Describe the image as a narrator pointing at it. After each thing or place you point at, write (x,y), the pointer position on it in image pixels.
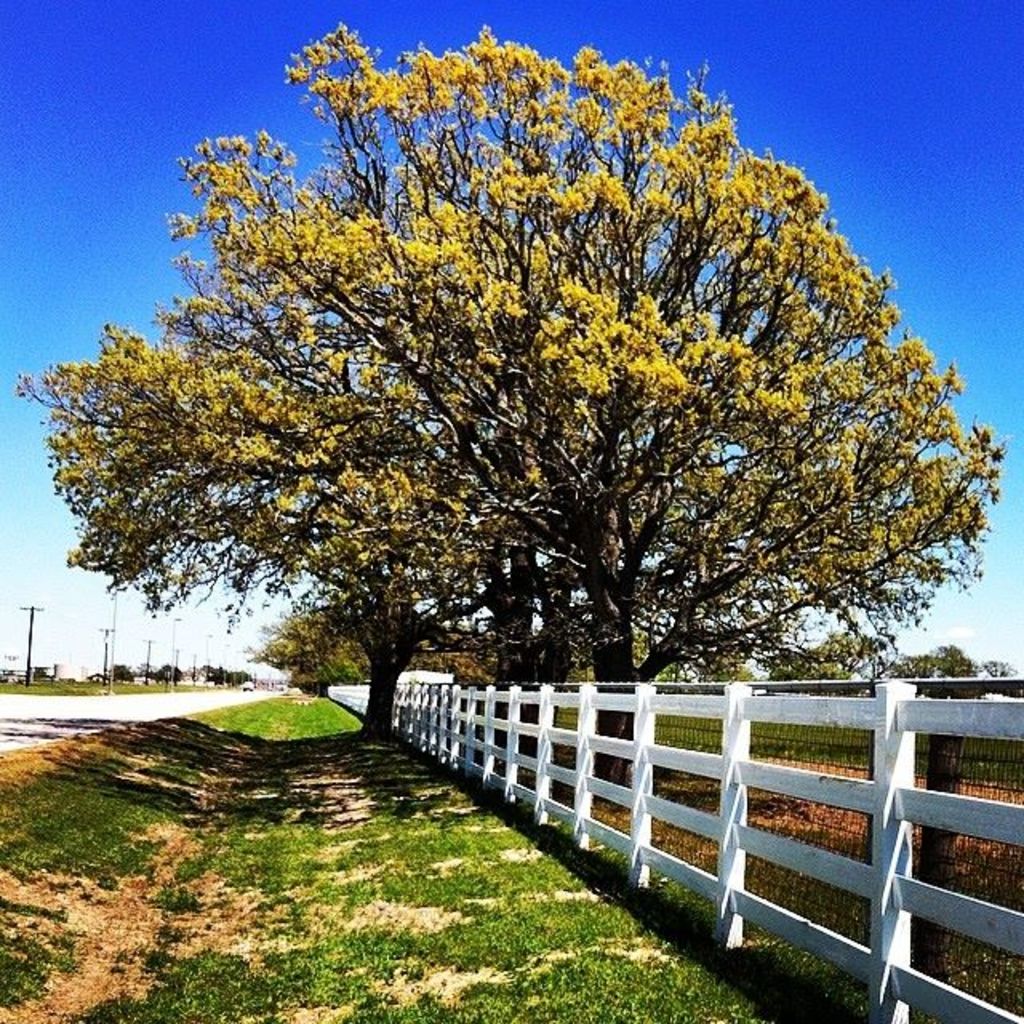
In this image I can see the ground (171,876), the road (84,722), some grass (283,811), the railing (638,731) and few trees (553,538) which are yellow and black in color. In the background (208,676) I can see few poles (106,636), a vehicle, few trees (296,676) and the sky (272,308).
